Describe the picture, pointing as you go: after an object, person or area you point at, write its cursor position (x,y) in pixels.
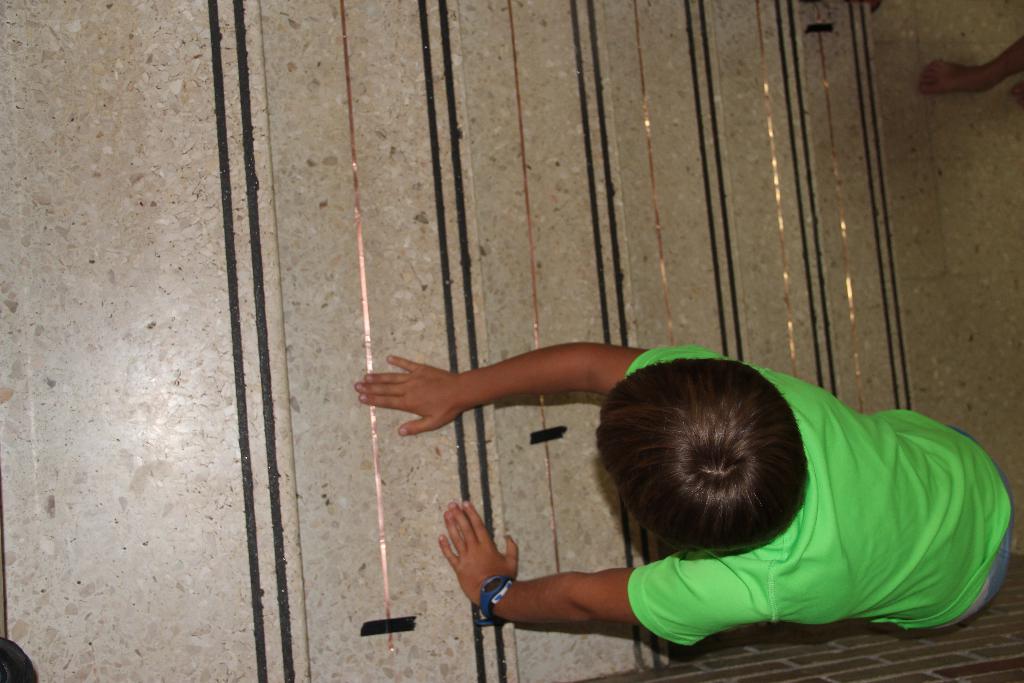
In this picture there is a kid (920,546) placed one of his hand (479,553) on the ground (521,552) and the another hand (424,398) on an object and there is a leg (988,72) of a person (983,74) in the right top corner (963,70).
